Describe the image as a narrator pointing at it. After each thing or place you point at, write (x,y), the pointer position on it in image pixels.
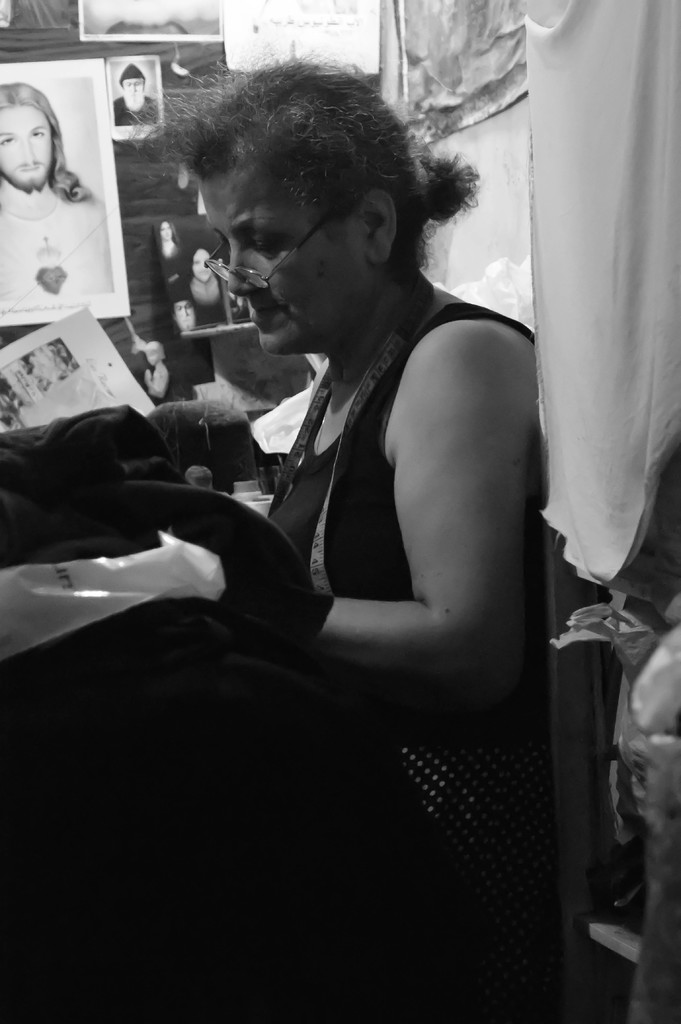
In this picture there is a person (483,586) sitting and holding the object (63,482). At the back (172,373) there are frames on the wall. On the right side of the image (634,561) there is a cloth (575,82) and there are papers (486,59).
